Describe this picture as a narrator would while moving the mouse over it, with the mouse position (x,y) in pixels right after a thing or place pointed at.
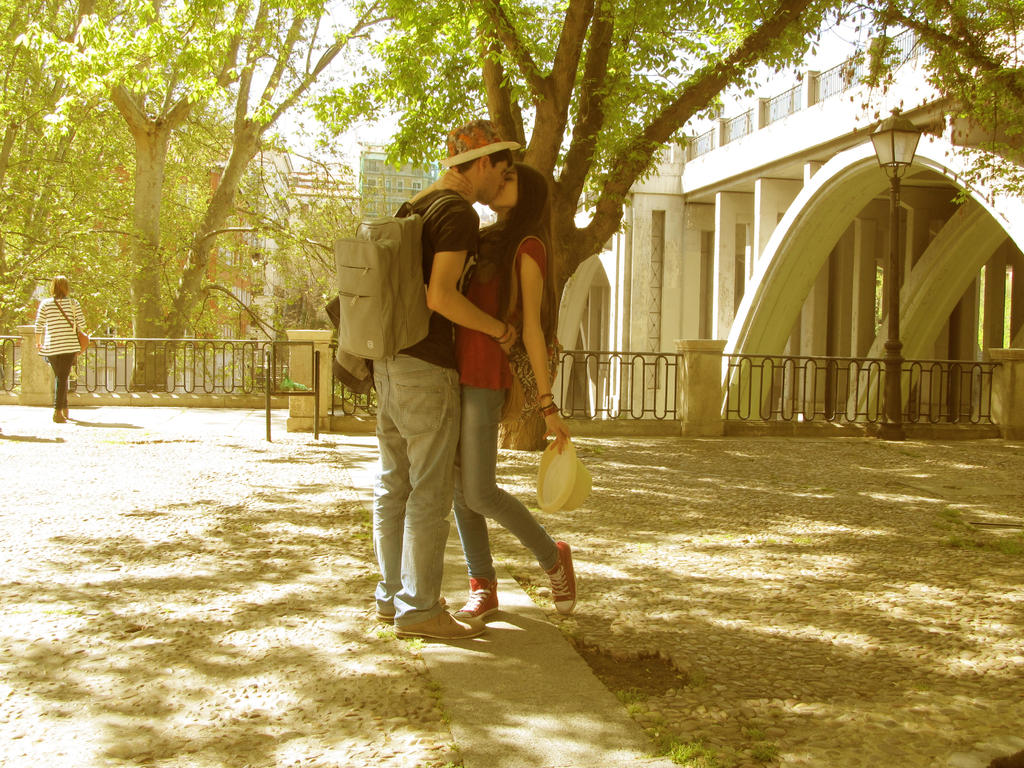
In this picture we see 2 people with hats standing on the road (265,551) and kissing each other. In the background (160,186), we can see trees (118,210), buildings (942,282), lamp post (892,165), iron railings (668,373) and a person (43,344) on the road (89,441).
